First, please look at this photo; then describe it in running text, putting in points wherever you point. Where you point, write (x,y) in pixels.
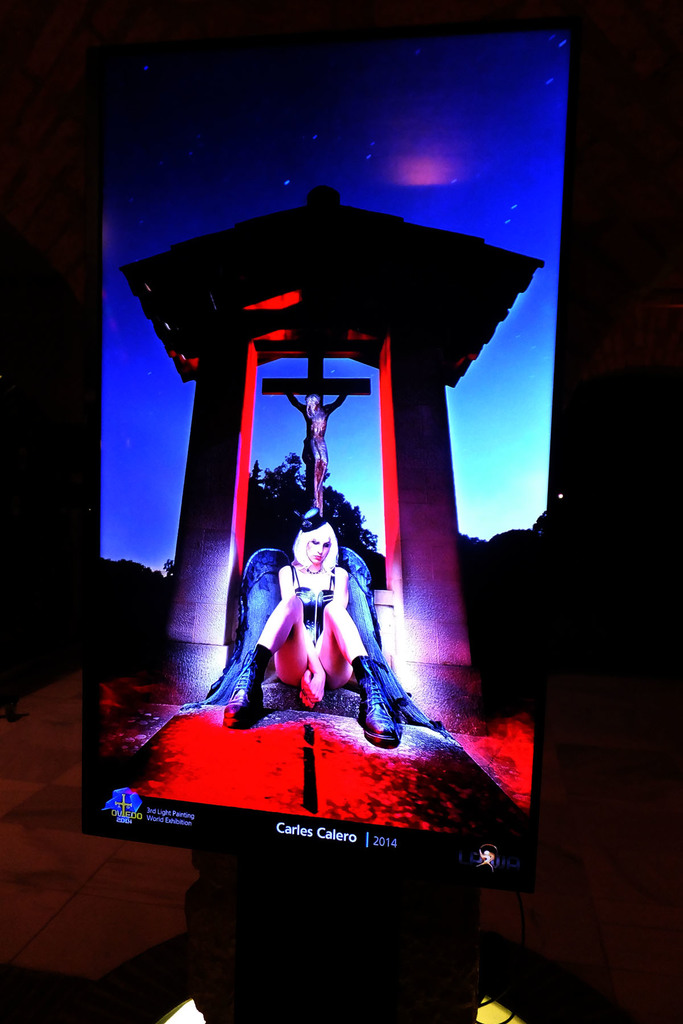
This image consists of a screen (257,435). In which there is a woman (278,662) sitting. In the background (301,466), there is a cross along with trees (524,634). It is kept in a room (55,11). At the bottom (38,943), there is a floor (38,943).
